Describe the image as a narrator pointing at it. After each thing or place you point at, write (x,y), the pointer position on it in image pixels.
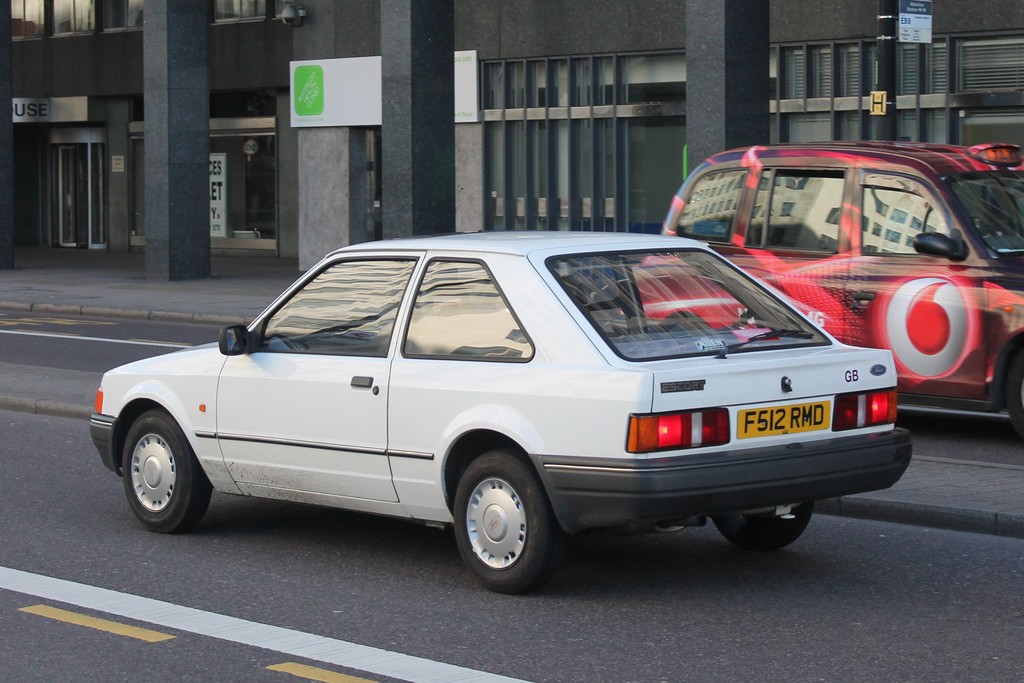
In this image we can see there is a building (252,95) and boards (315,104) attached to the building (448,103). And there are poles (876,87) and pillars (750,107). In front of the building (733,90) there are vehicles (680,416) on the road (593,567).
